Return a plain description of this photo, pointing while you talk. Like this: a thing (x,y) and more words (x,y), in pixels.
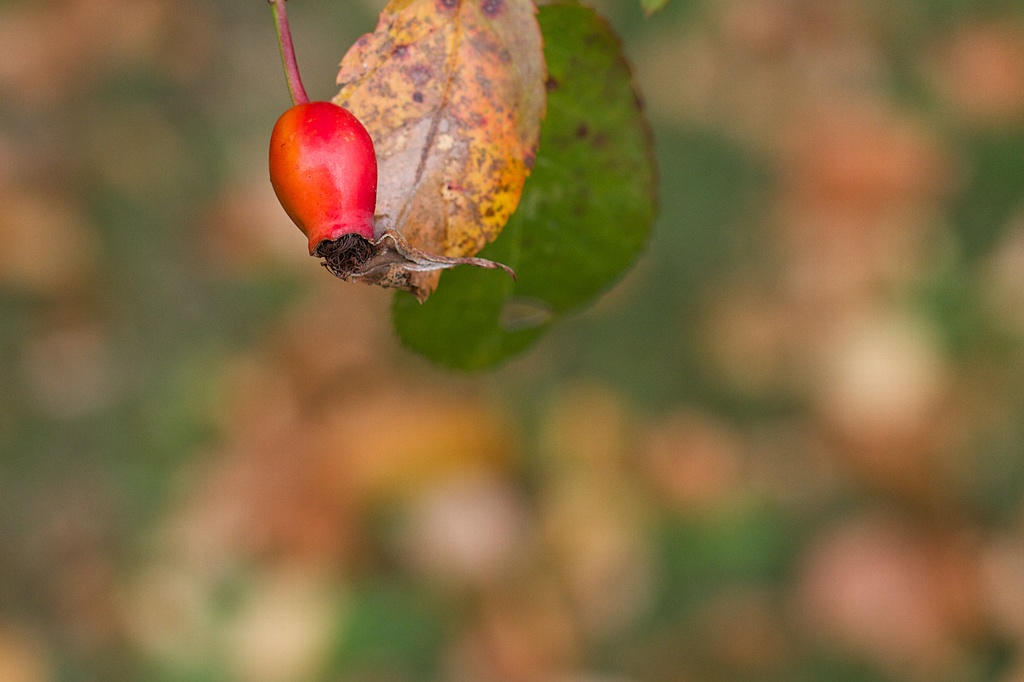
In this picture we can see a fruit (278,196) and blurry background (655,369).
